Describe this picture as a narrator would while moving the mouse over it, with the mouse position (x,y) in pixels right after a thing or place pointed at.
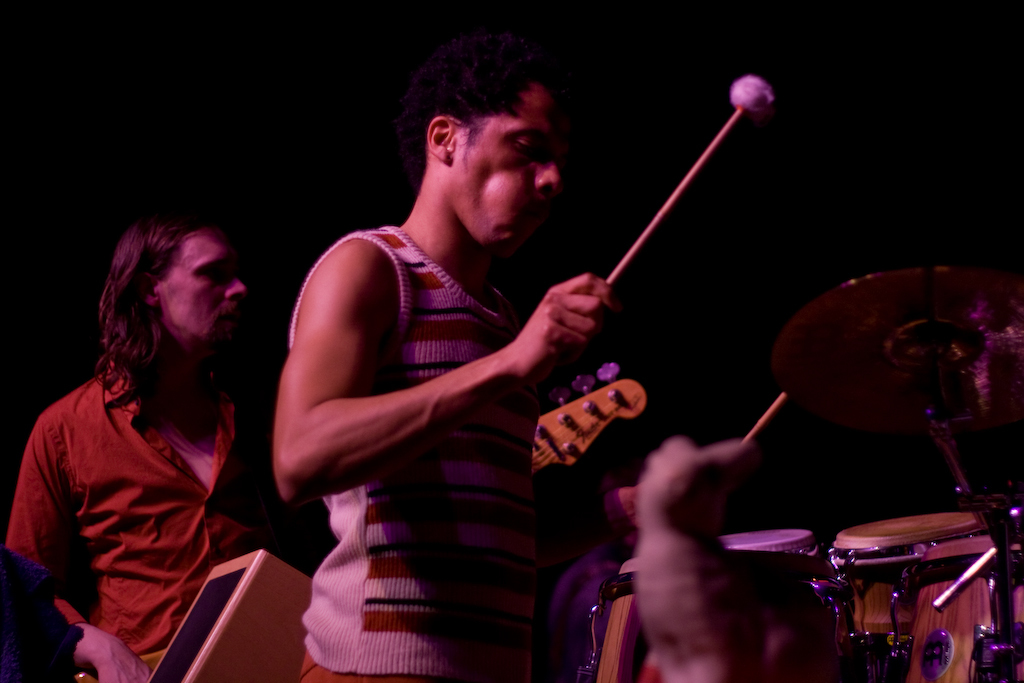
In this image, In the middle (413,416) there is a boy (399,439) standing and he is holding a stick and in the left side (129,464) there is a man (118,505) standing he is holding a object (241,630) which is in yellow color and in the right side (927,595) there are some music instruments (956,567) which are in yellow color.
